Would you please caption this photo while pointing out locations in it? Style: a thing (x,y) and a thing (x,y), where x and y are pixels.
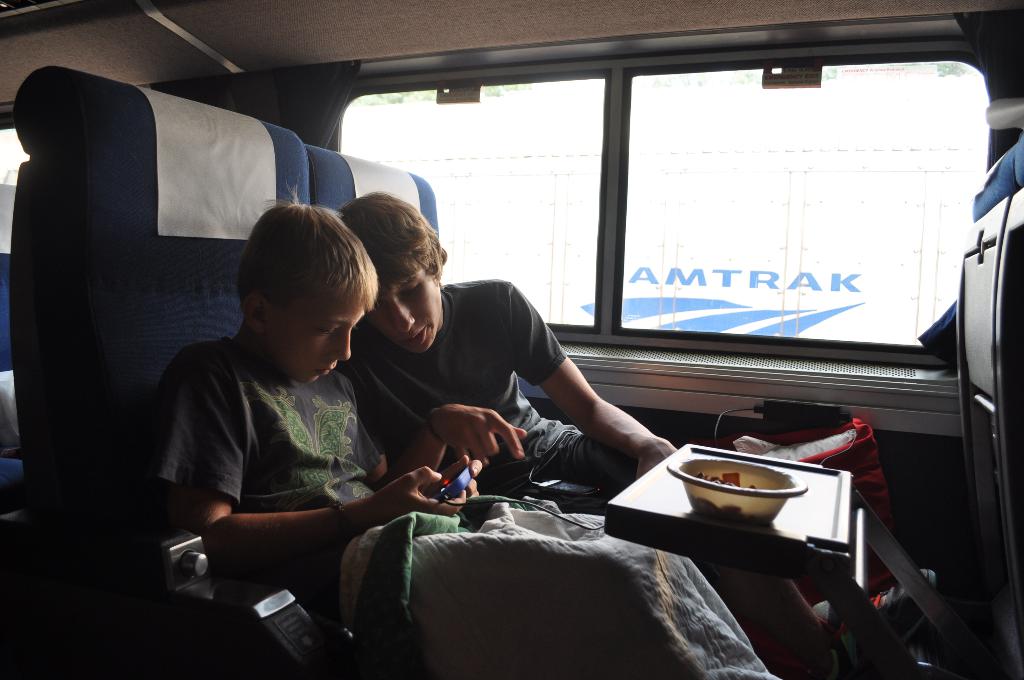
In this picture I can see there are two people (411,464) sitting in the seats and they are playing video game and there is a table (788,518) in front of them and there is a bowl (735,505) of food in it. There is a window (715,321) and there is something visible from the window (743,283).
